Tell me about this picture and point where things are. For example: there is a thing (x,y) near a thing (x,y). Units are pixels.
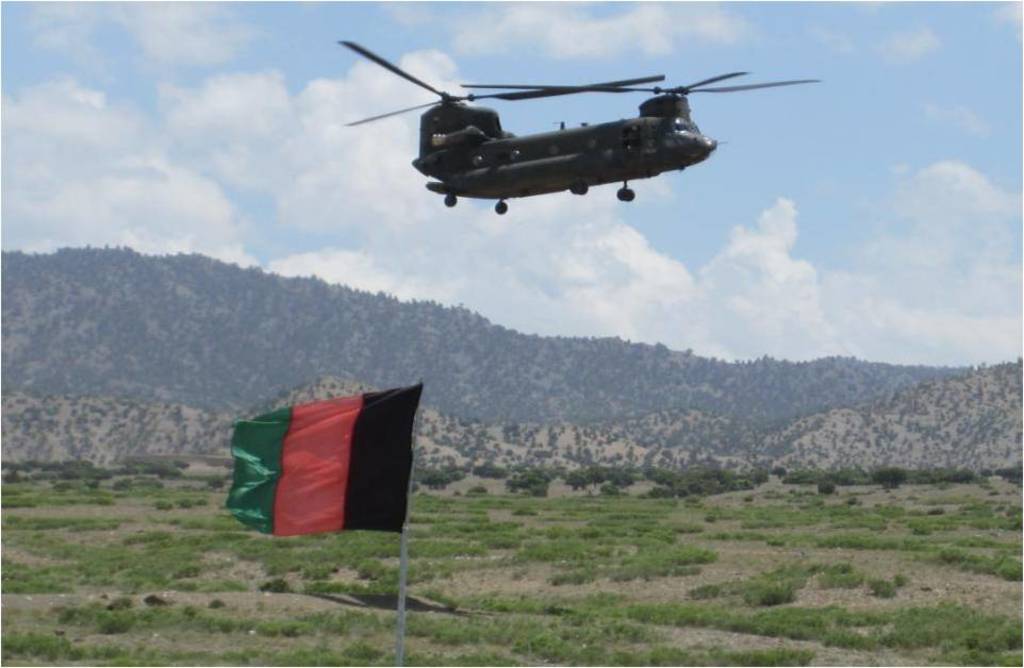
In this image I can see the flag (325,454) in black, red and green color. Background (376,143) I can see an aircraft (686,113), trees (542,369) in green color and the sky (195,134) is in blue and white color.
